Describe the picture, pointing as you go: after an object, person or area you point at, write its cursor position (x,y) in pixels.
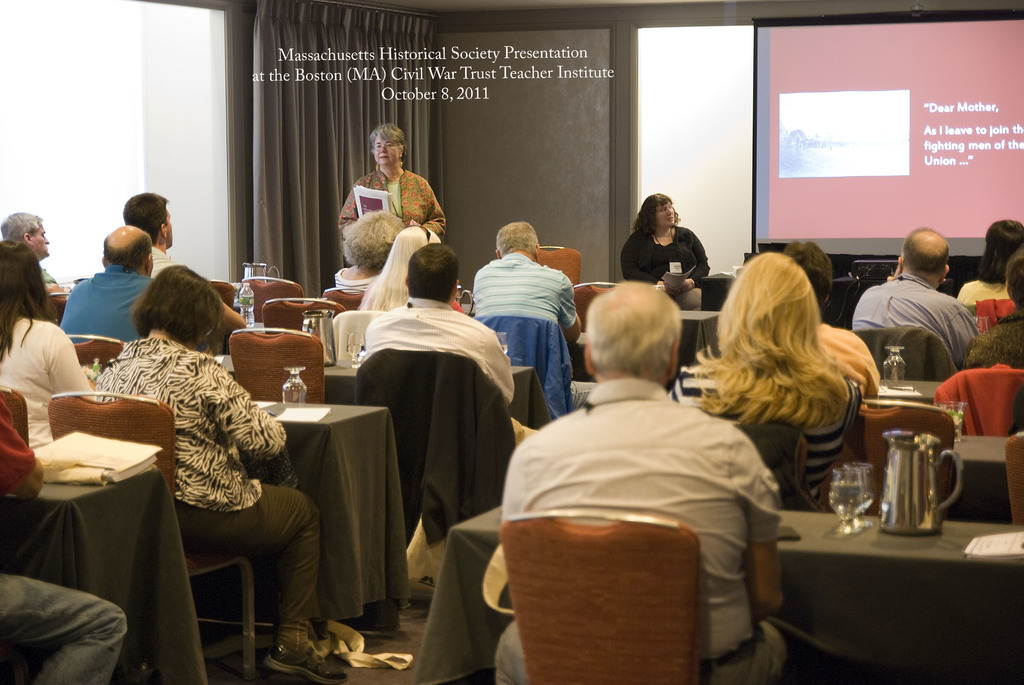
In this image i can see few people (667,477) sitting on chair (431,489) at the background (408,218) i can see a woman (405,197) standing, a woman (664,238) sitting and a screen (772,180).
